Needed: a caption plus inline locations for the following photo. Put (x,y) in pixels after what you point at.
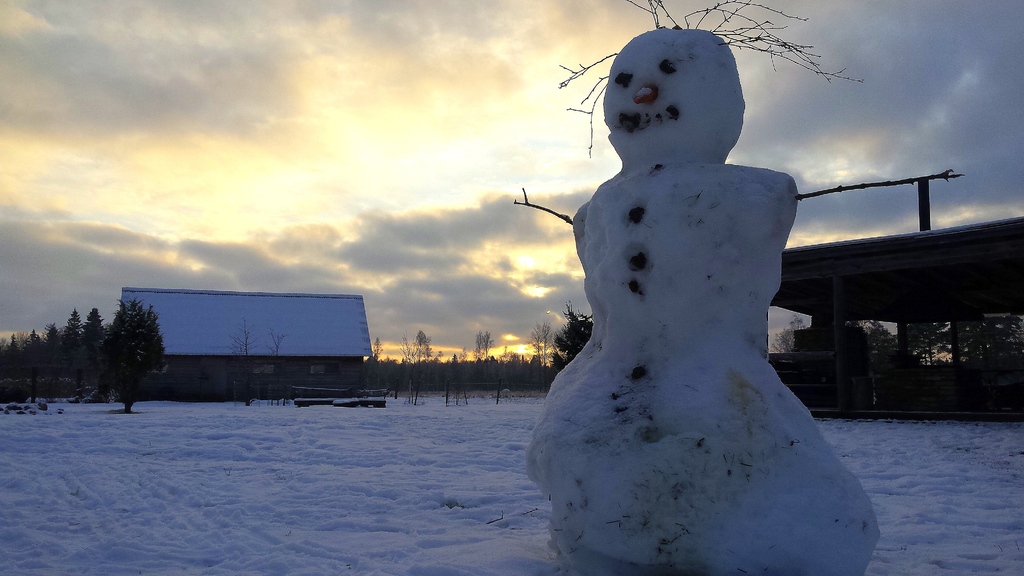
In the picture I can see a snowman (557,498), I can see road (207,537) covered with snow (508,472), we can see wooden benches (348,405), trees (406,345), house (267,395) and the sky (495,182) with clouds (406,284) in the background (445,277).
